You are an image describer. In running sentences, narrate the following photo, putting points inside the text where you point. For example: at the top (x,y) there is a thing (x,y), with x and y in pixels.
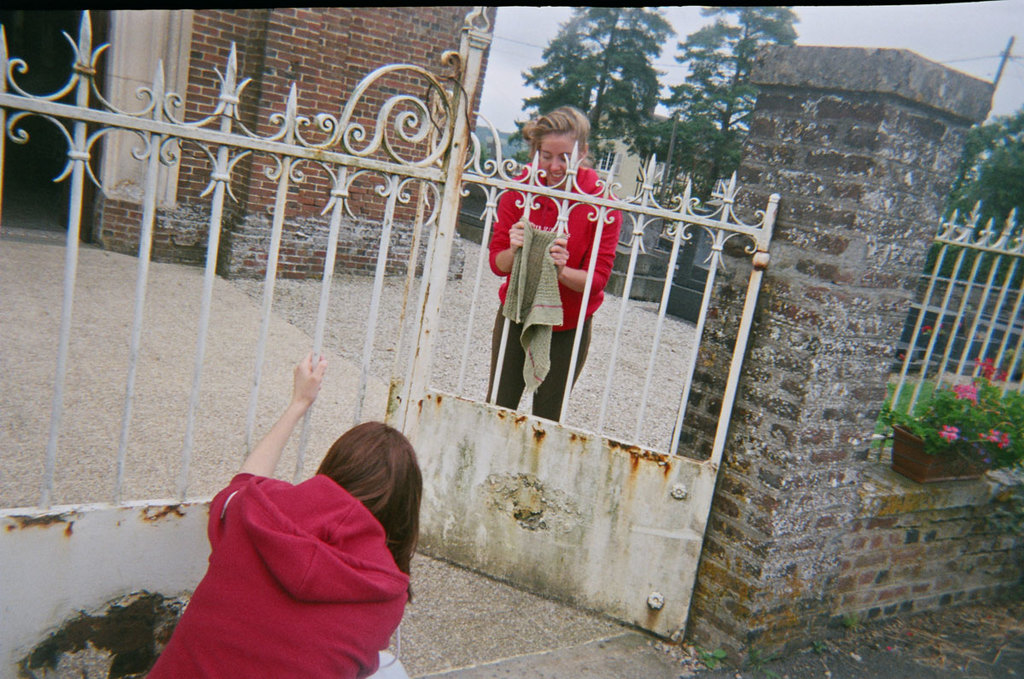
On the left side (306,509), there is a person (290,589) in a coat (321,598), holding a rod (315,336) of a gate (426,179). On the right side (970,414), there is a pot plant (994,431) having flowers (989,461) and green color leaves (986,427) on the brick wall (860,477). In the middle (580,256), there is a woman (608,226) holding cloth (517,309) and rods (578,323) of a gate (561,231) with both hands (517,233), standing and smiling in front of a gate (608,537), there is a building (309,8) which is having brick wall (345,48), there are trees (991,170), a pole (1011,42) and there is sky (828,13).
